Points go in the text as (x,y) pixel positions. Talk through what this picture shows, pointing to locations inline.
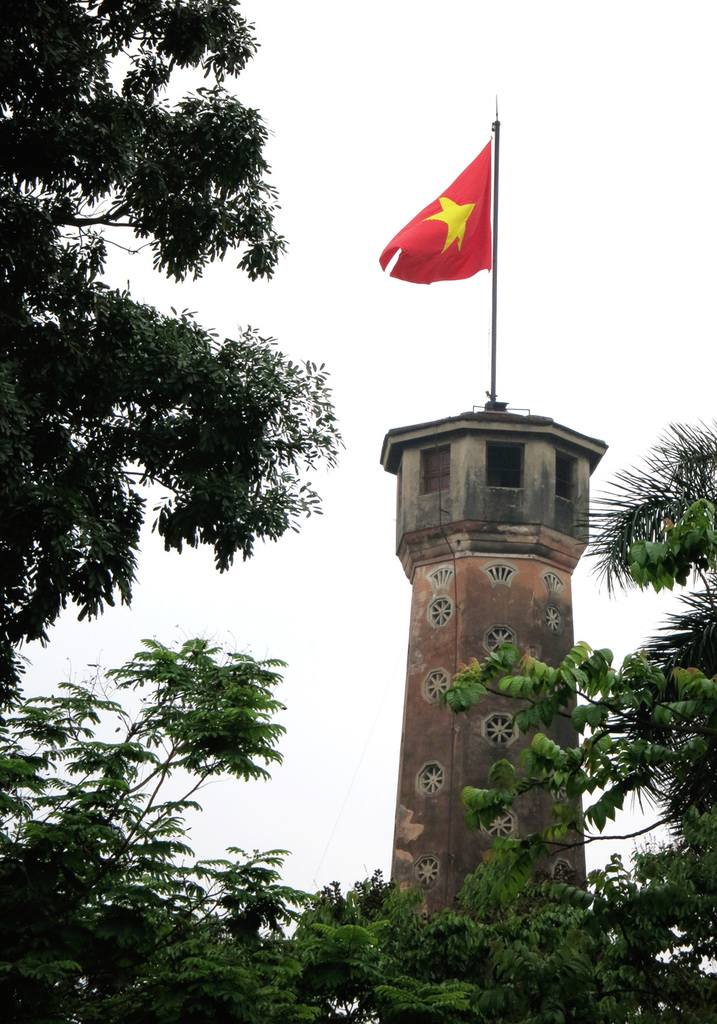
In this picture there is a flag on the tower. In the foreground (411,909) there are trees (448,937). At the top (285,138) there is sky (301,144).
